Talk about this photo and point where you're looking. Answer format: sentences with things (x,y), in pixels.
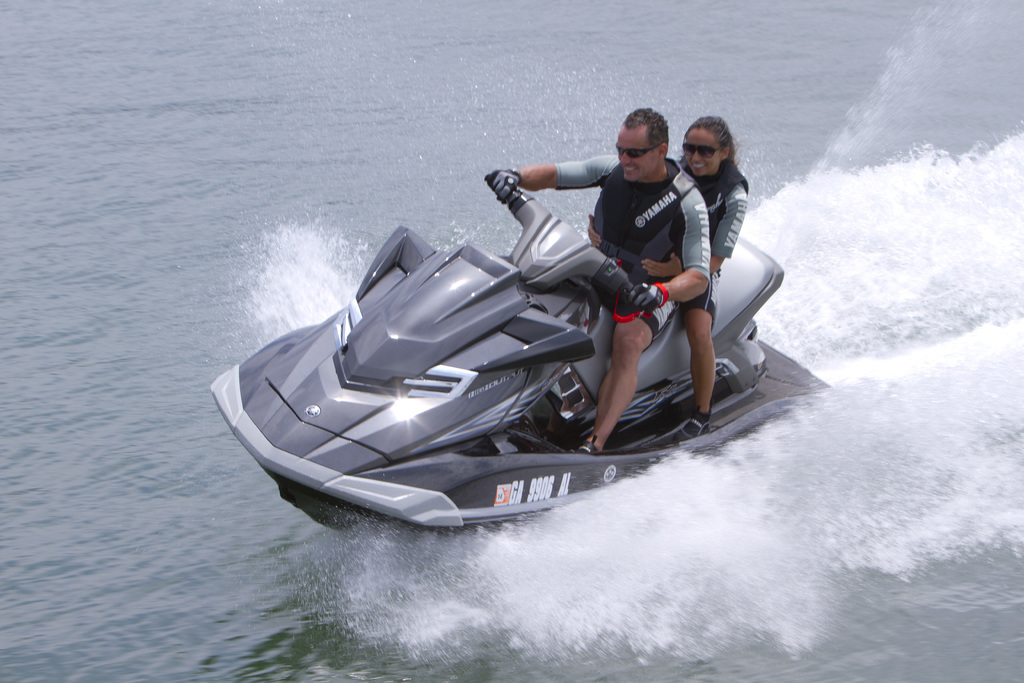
In this picture we can see a man (665,203) and a woman (712,189) wearing goggles (698,151) and jet skiing. We can see the water (1018,395).
